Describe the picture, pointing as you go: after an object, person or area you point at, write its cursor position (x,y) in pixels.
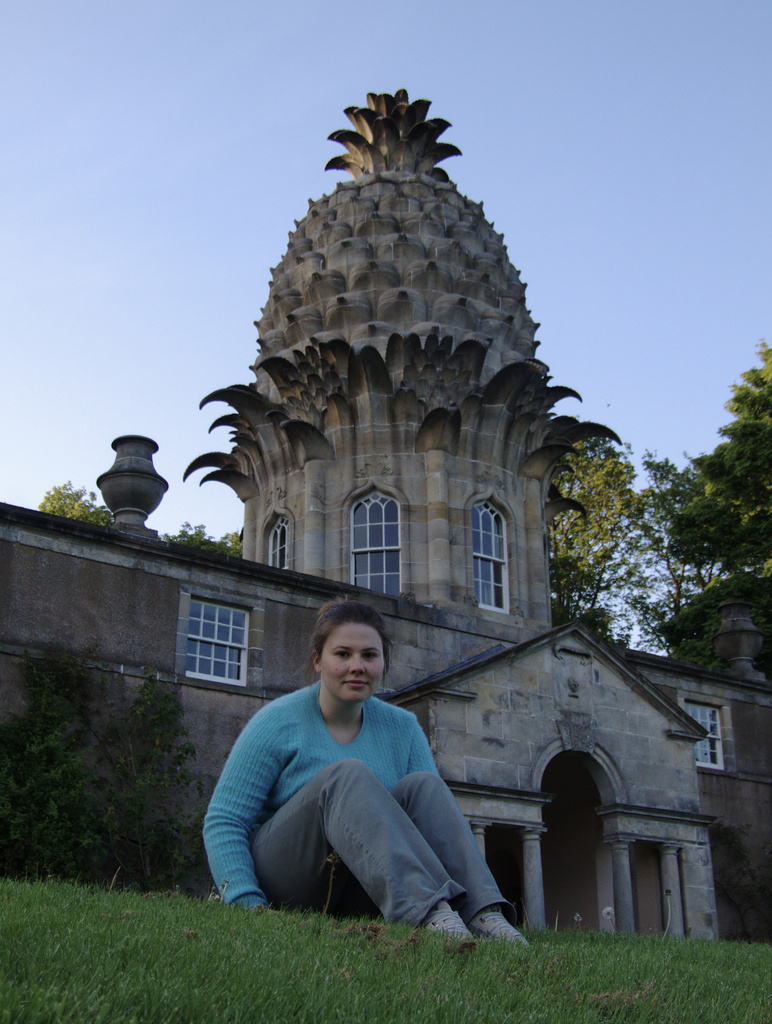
This picture is clicked outside. In the foreground (339,789) there is a person (312,736) wearing blue color sweater (316,738) and sitting on the ground (212,933), the ground (280,934) is covered with the green grass (214,924) and we can see the plant (88,714) and a building (423,445) and we can see the windows (385,553) of the building (712,728). In the background (625,184) there is a sky (567,138) and we can see trees (728,511).
